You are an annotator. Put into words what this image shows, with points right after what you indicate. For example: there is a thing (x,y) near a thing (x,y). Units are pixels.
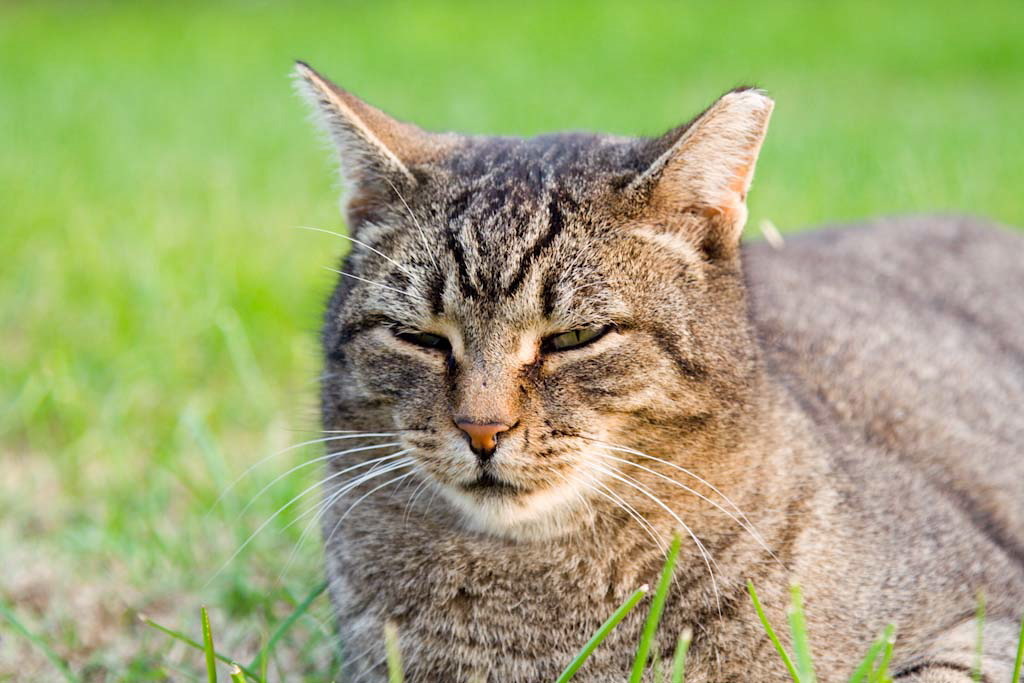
In this image, we can see a cat (498,309) on the blur background.
